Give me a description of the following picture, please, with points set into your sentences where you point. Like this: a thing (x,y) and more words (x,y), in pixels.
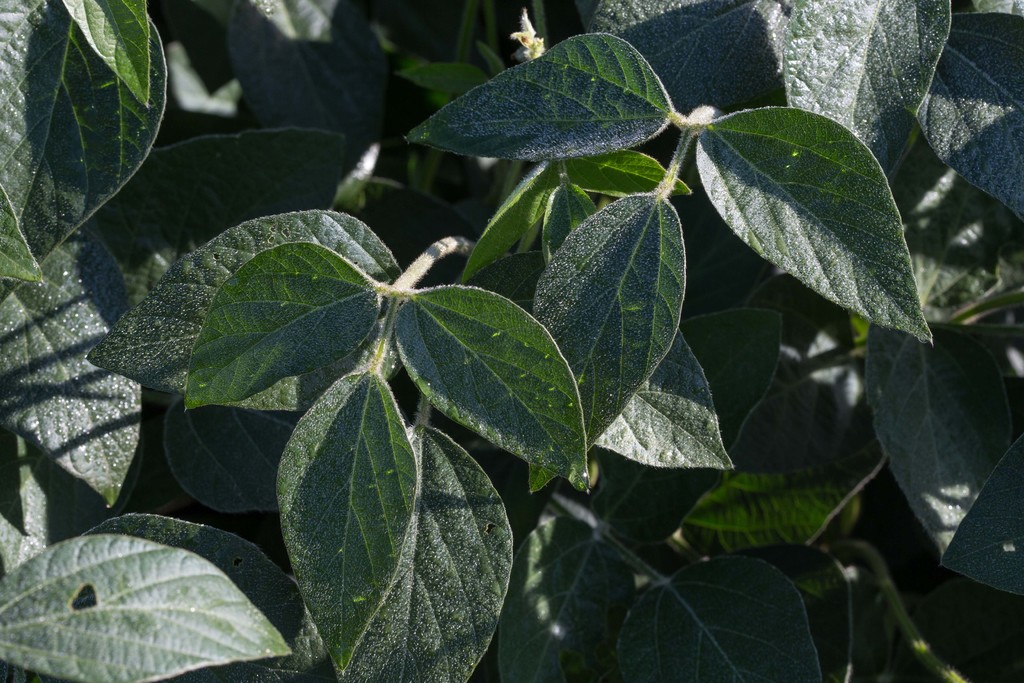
In this picture we can see the leaves (266,254) to the plants (569,200).
